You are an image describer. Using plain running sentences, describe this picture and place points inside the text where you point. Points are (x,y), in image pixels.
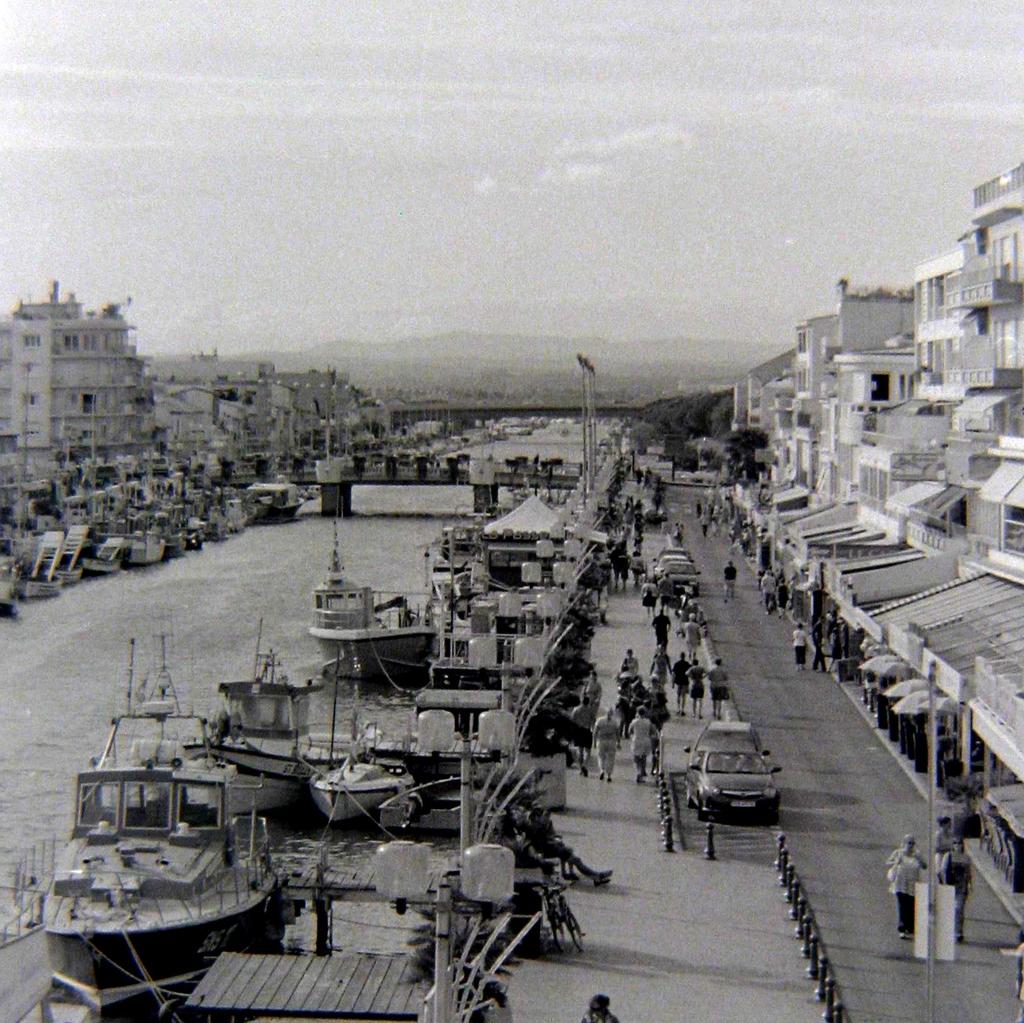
In the center of the image (503,669) we can see the sky (493,229), trees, buildings (810,466), poles (585,401), few boats (194,757) on the water (254,541), vehicles (740,799), few people (563,853) are sitting, few people (587,743) are walking and a few other objects (476,862).
